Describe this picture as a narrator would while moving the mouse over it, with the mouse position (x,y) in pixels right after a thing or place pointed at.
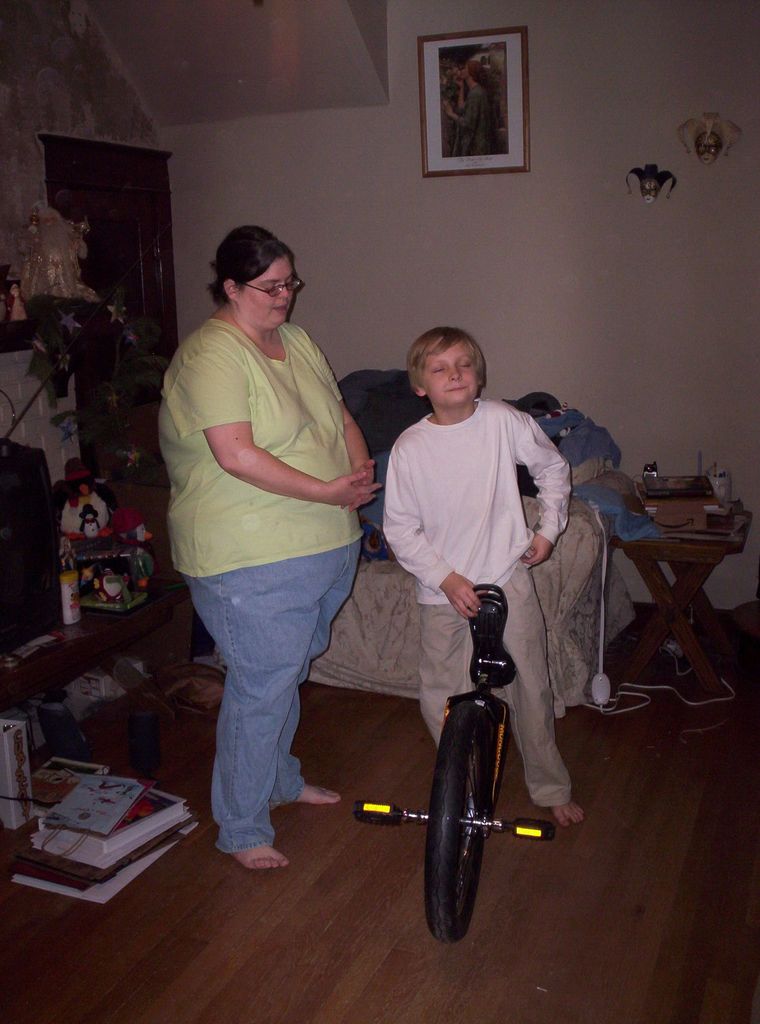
This is a picture consist of inside view of a room (501,830). There are two persons (289,768) standing on the floor (291,923) and right side wearing a white color t-shirt (464,472) he is standing with a unicycle (478,722) and left side (216,560) a woman (234,590) wearing a green color t-shirt (261,445) and she wearing a spectacles (273,295) And back ground (343,192) there is a wall (450,198), on the wall (456,191) there is a photo frame (504,104) attached to the wall (504,202) And left side (100,822) there are some books (51,865) kept on the floor (55,940), And background of the persons (355,427) there is a sofa (373,410), on the sofa (388,448) there are some clothes (388,437) kept on that, on the right side (707,544) corner there is a table (662,542), on the table (681,555) there are some objects (685,485) kept on that.
